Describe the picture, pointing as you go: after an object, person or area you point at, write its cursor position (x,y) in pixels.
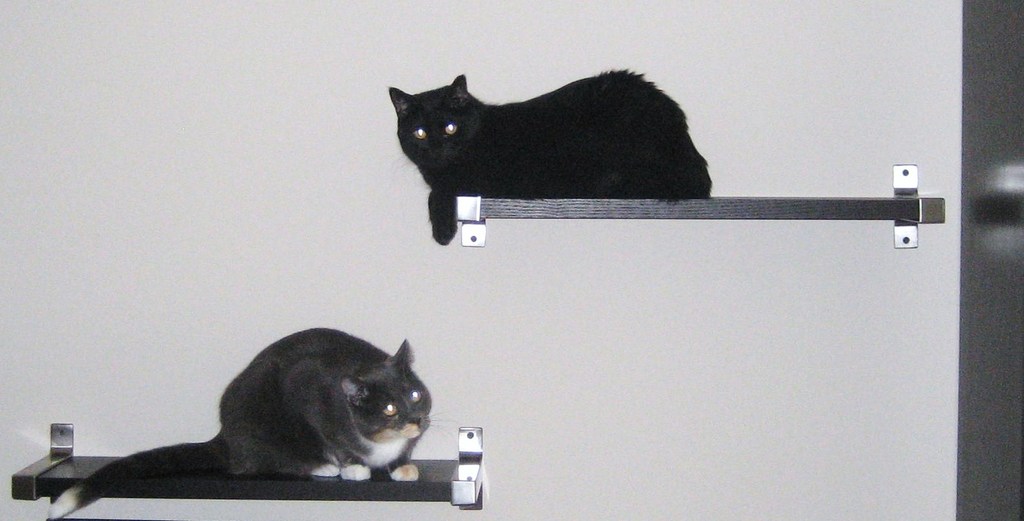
In this image there are two boards (507,208), on the boards (286,494) there are two cats (521,177). And in the background (527,375) there is wall (479,263), on the right side of the image (974,175) there might be door (971,104).
